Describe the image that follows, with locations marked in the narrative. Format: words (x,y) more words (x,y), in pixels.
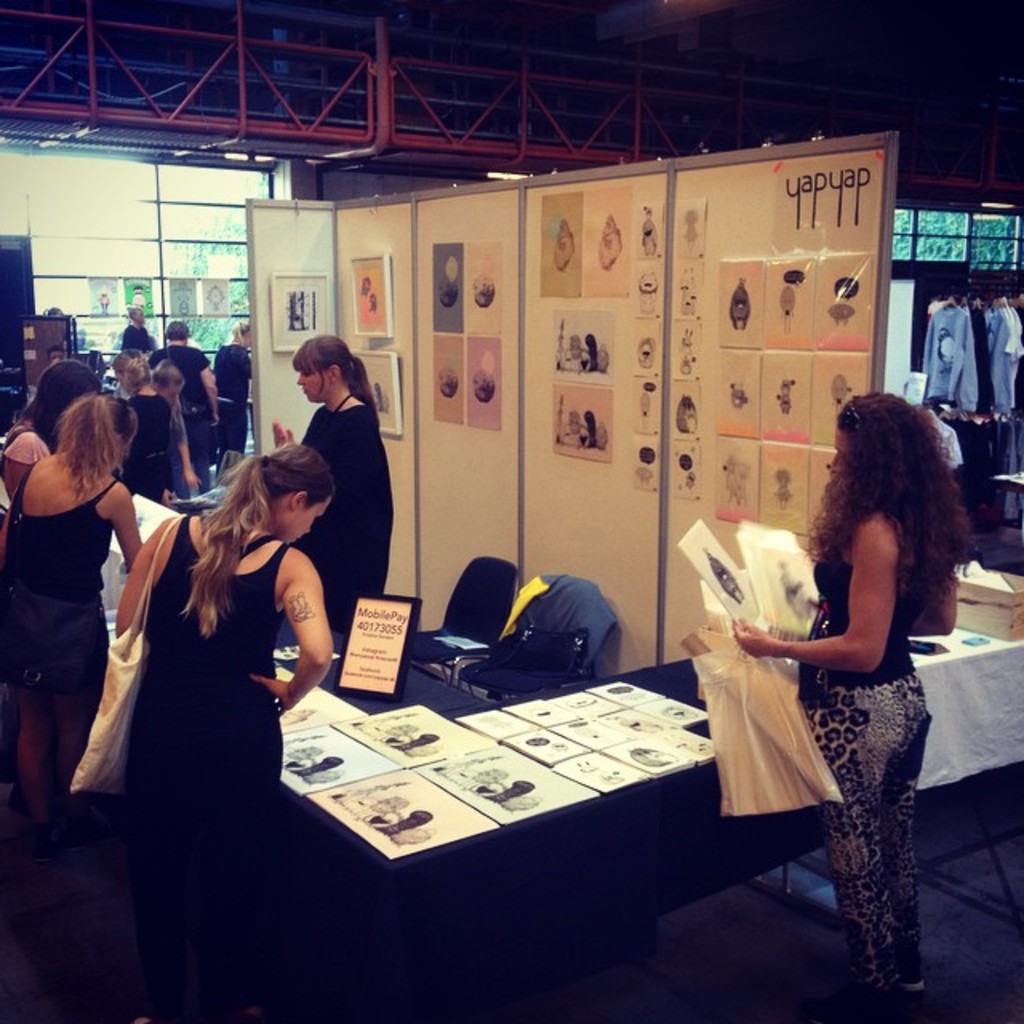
In this image i can see few women (214,527) standing wearing a black outfit (172,668), some of them are holding bags (742,714). i can see a table (684,691) on which there are few books (396,763) and a board (355,690). In the background (176,362) i can see a artificial wall (428,307) and photo frames (688,325) attached to it, few chairs (503,583), few people (234,360) standing, few trees (198,319) and few clothes (985,317) hanged to the hanger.
